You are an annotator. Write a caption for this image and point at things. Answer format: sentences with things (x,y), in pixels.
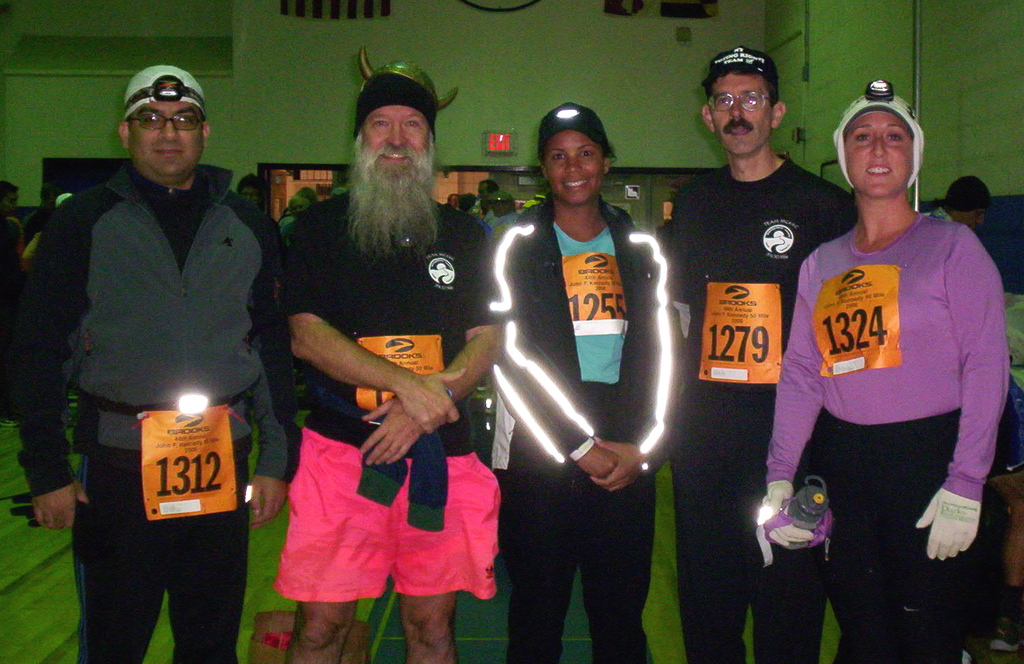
In the picture we can see five people (355,503) are standing on the floor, which is green in color and they are smiling and in the background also we can see some people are standing and behind them we can see a wall (421,50) which is green in color.
